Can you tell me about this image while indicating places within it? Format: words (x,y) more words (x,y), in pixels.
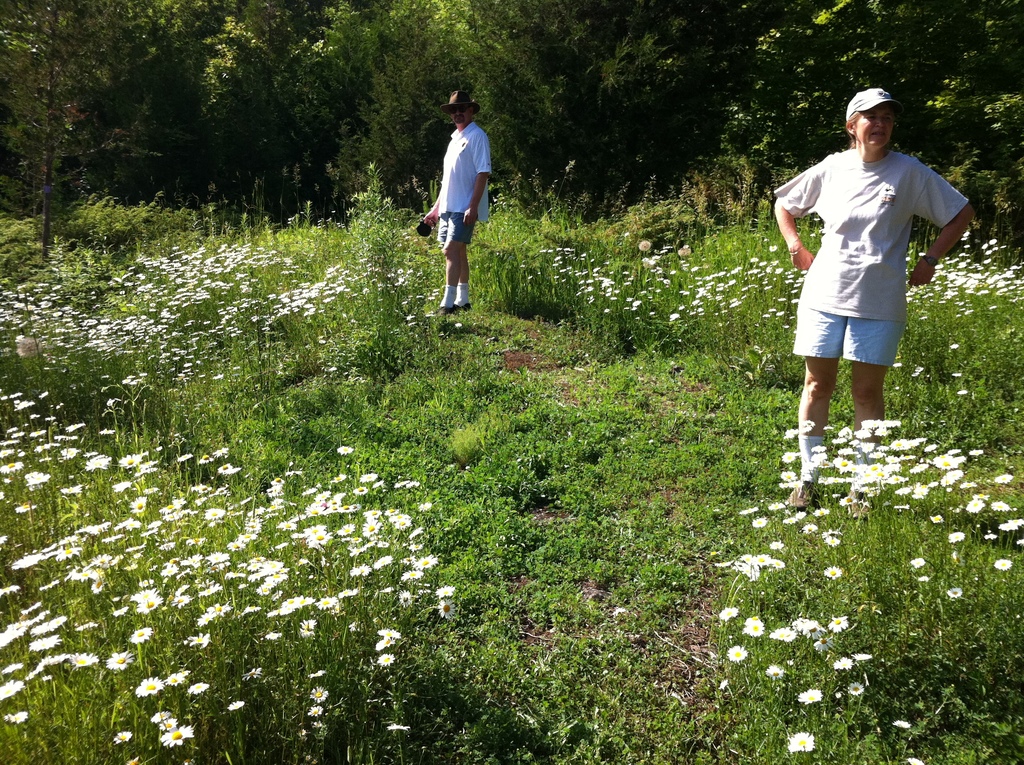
In the picture we can see a full of plants (831,764) and flowers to it which are white in color and we can see two people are standing and they are in white T-shirts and hats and in the background (100,154) we can see full of trees (522,133).
